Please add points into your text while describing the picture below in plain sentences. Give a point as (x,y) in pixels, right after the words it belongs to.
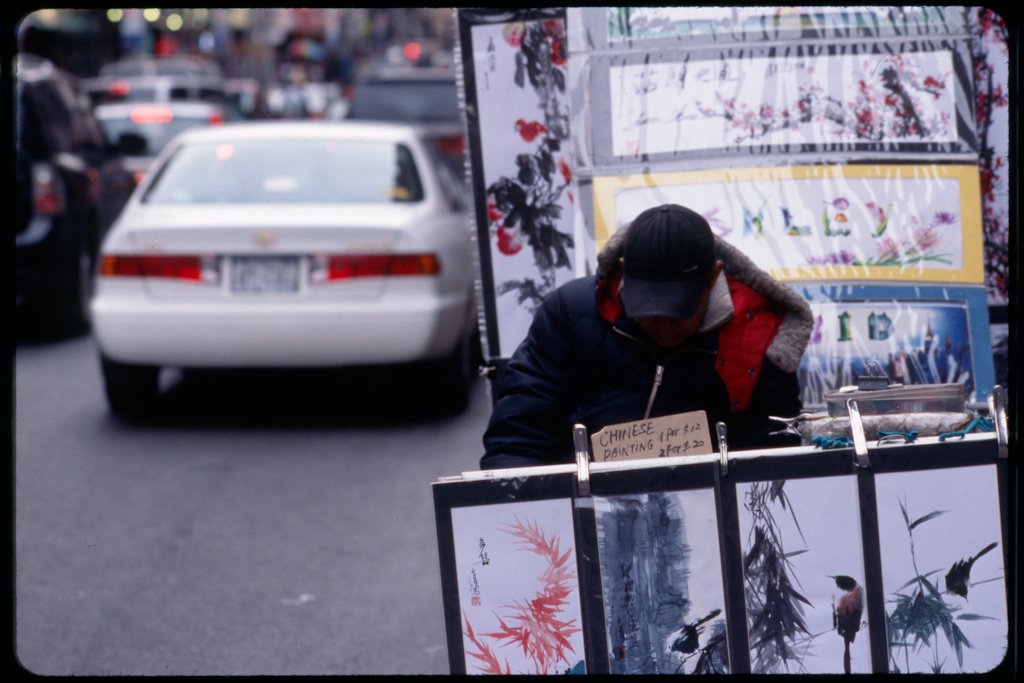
In the image we can see a photo (488,80). In the bottom right corner of the image (885,460) we can see a table (561,467). Behind the table (838,457) a person (603,350) is standing. Behind him there are some vehicles (28,234) on the road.
